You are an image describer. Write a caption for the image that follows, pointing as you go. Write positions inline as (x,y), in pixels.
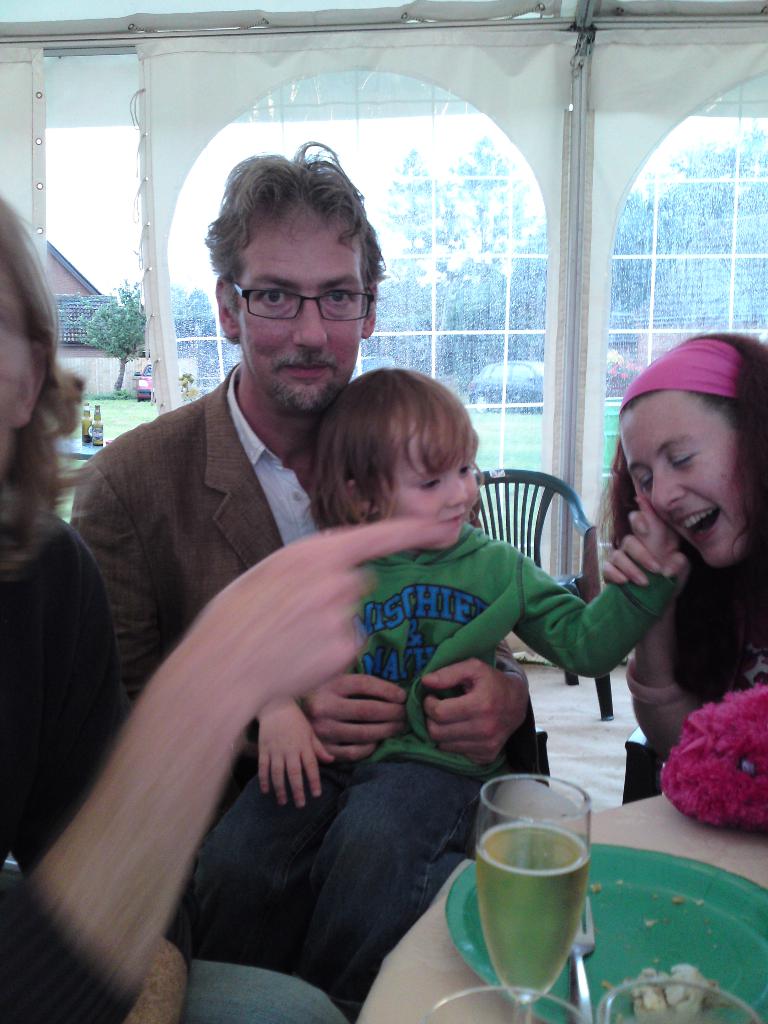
In this image we can see a few people (421,610) are sitting on the chair (630,750). There are few vehicles (517,395) in the image. There is a grassy land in the image. There are many trees (516,354) and plants (455,374) in the image. There are many objects (612,872) on the table (685,835).
